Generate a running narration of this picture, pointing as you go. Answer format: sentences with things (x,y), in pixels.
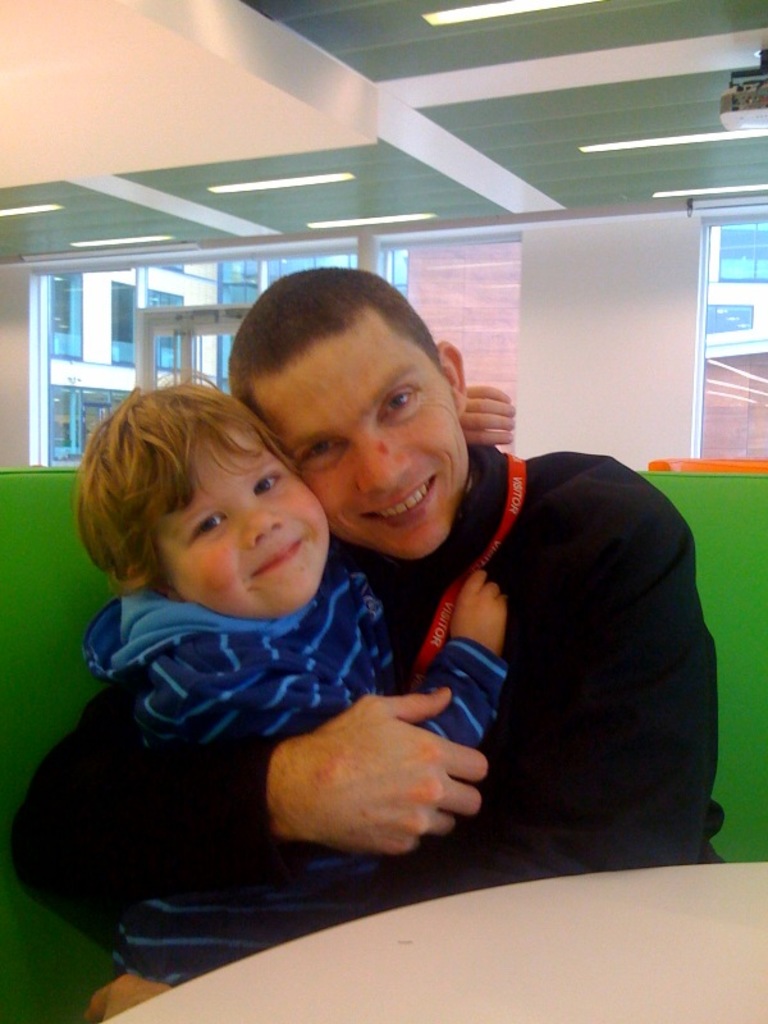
In the foreground of this image (306,739), there is a boy (278,610) and a man (543,686) hugging each other sitting on a green object (40,920) in front of a table (578,967). In the background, there is glass (252,273), wall (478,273) and lights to the ceiling (266,121).
